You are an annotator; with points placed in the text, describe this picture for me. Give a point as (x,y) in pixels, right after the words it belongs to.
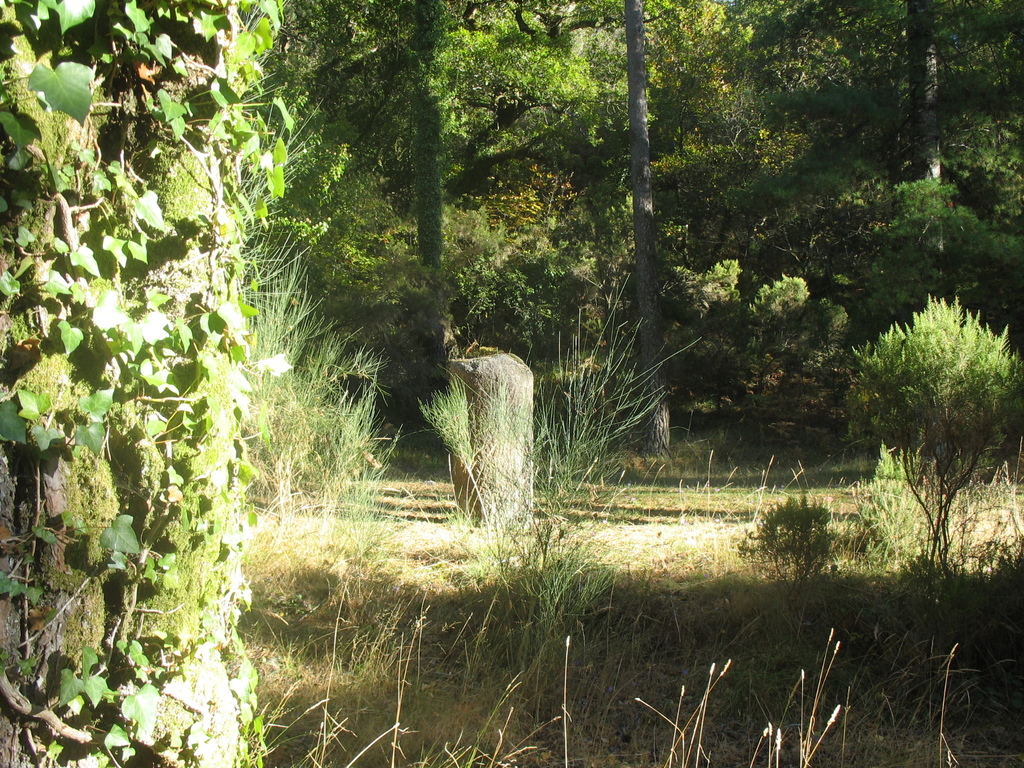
In this image we can see a stone (479,363), plants (547,488), creepers (241,501), grass (427,693) and trees (377,259).
